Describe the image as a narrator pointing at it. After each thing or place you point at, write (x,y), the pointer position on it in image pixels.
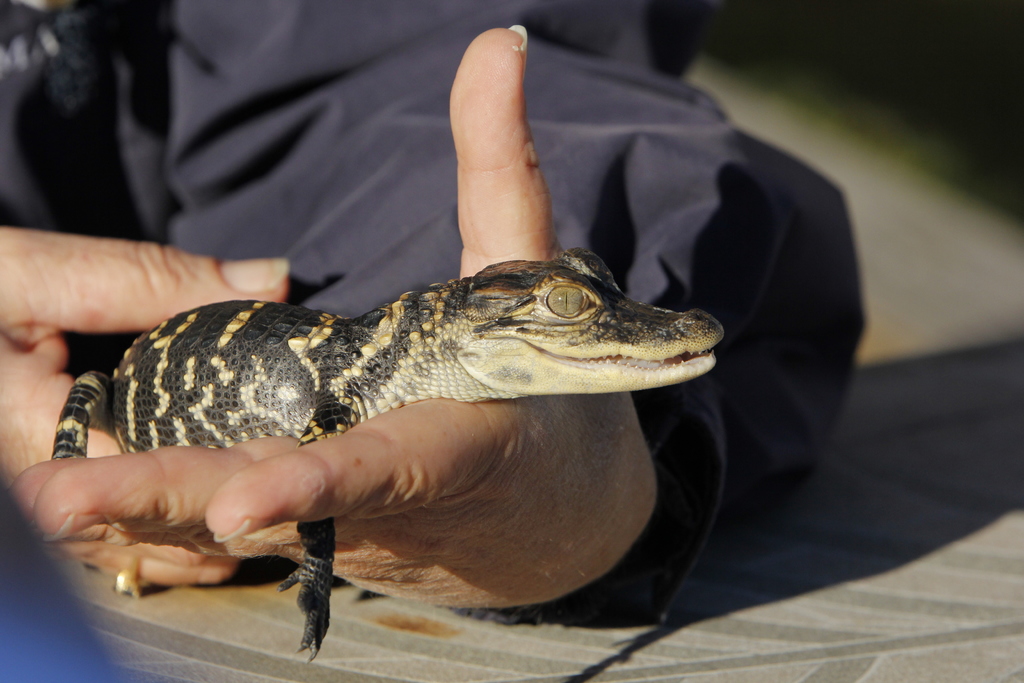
In this image we can see one reptile (146,444) on the person hands (46,288) and one object (25,641) on the floor (742,98).
